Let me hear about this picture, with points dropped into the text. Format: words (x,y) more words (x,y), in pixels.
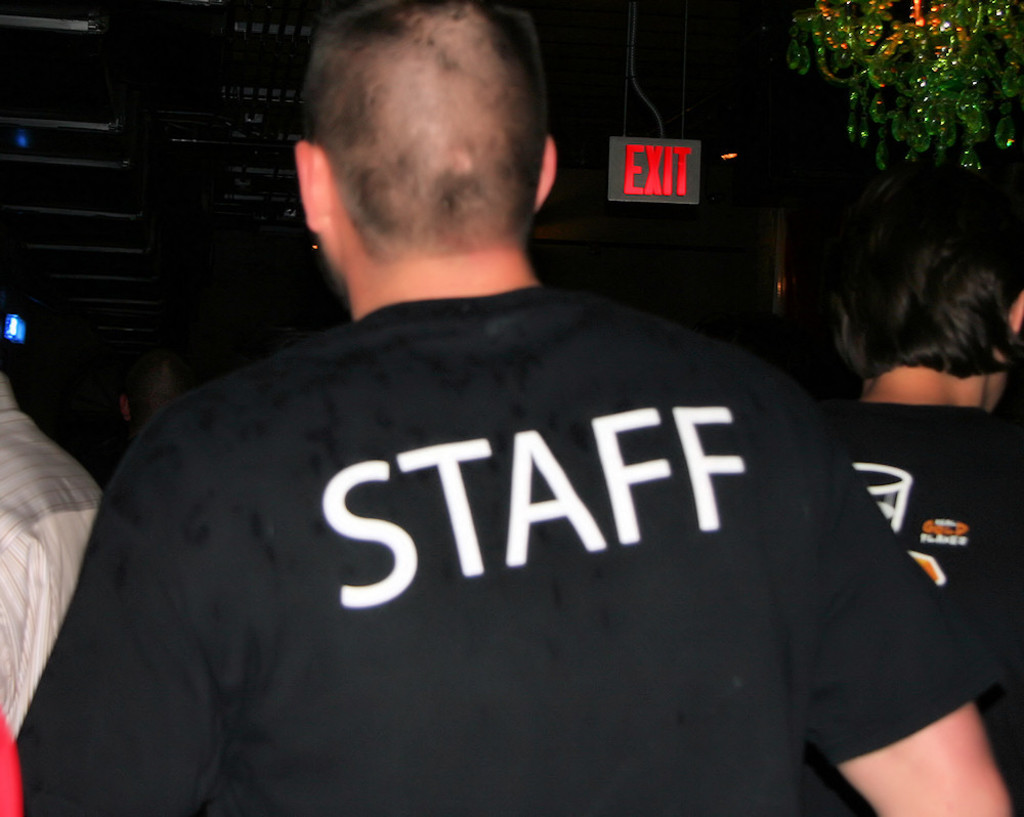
In this image we can see few people (594,605). We can see some text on the T-shirt (807,542). There is an exit board (671,171) in the image.
